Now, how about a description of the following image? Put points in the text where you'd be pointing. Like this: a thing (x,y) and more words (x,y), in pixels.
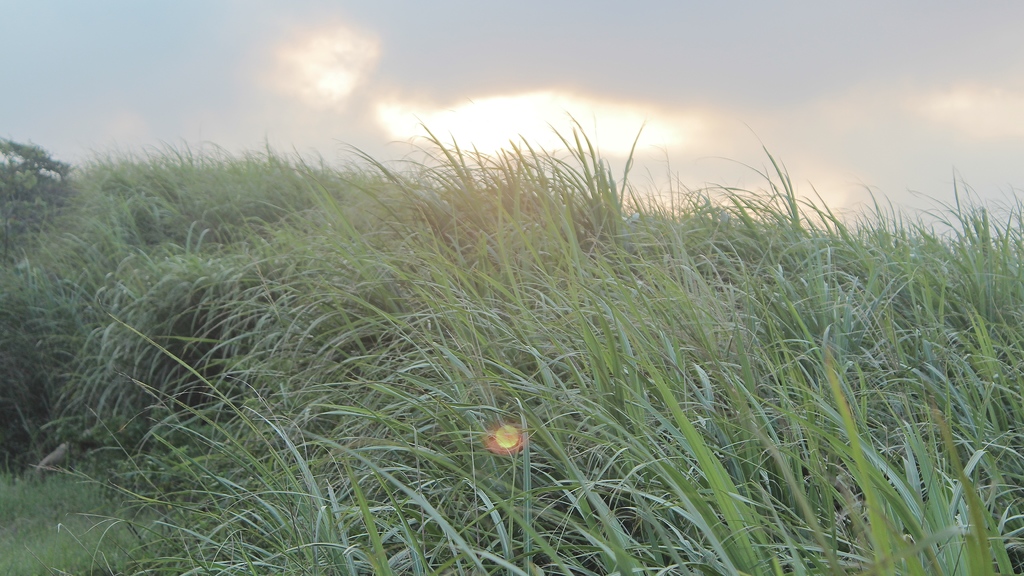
In this image we can see grass (291,375) and in the background (231,138) there are clouds (403,66) in the sky (133,142).
